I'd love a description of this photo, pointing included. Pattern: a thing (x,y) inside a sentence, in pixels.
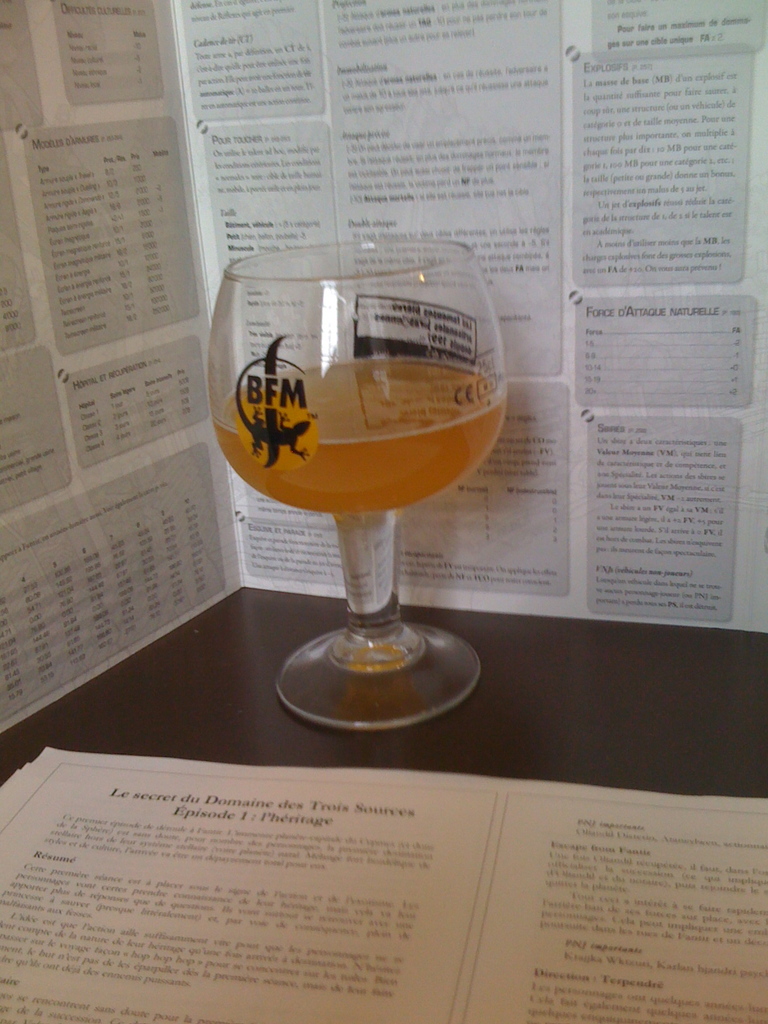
In this image there is a glass (350,430) with the drink (374,440) in it. At the bottom (297,810) there is a paper (182,860) on which there is some script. In the background (235,125) there is a wall (132,174) on which there are articles (352,105).
